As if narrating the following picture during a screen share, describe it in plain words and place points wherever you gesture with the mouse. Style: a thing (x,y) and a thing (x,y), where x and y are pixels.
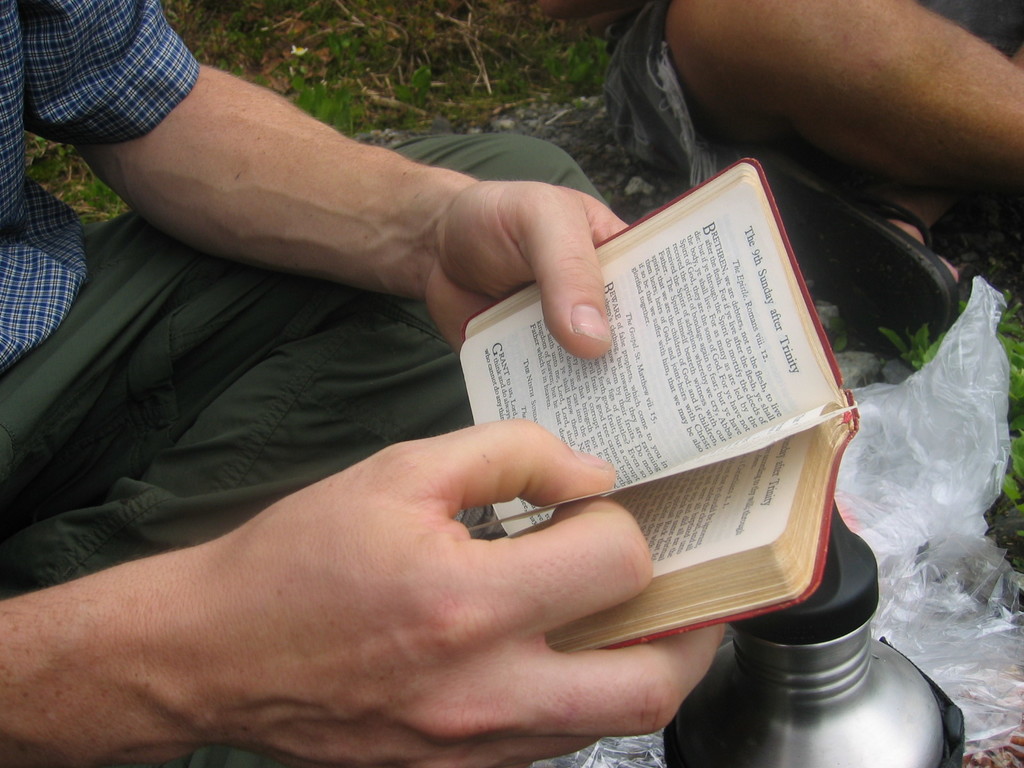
There is a person (189,185) holding a book (765,314) and reading, sitting on the grass (253,63) on the ground (587,116) in front of a flask (912,718) and a plastic (919,531), which are on the ground (978,236). In the background (936,45), there is a persons (725,18) sitting on the grass (544,52) on the ground (455,66).
